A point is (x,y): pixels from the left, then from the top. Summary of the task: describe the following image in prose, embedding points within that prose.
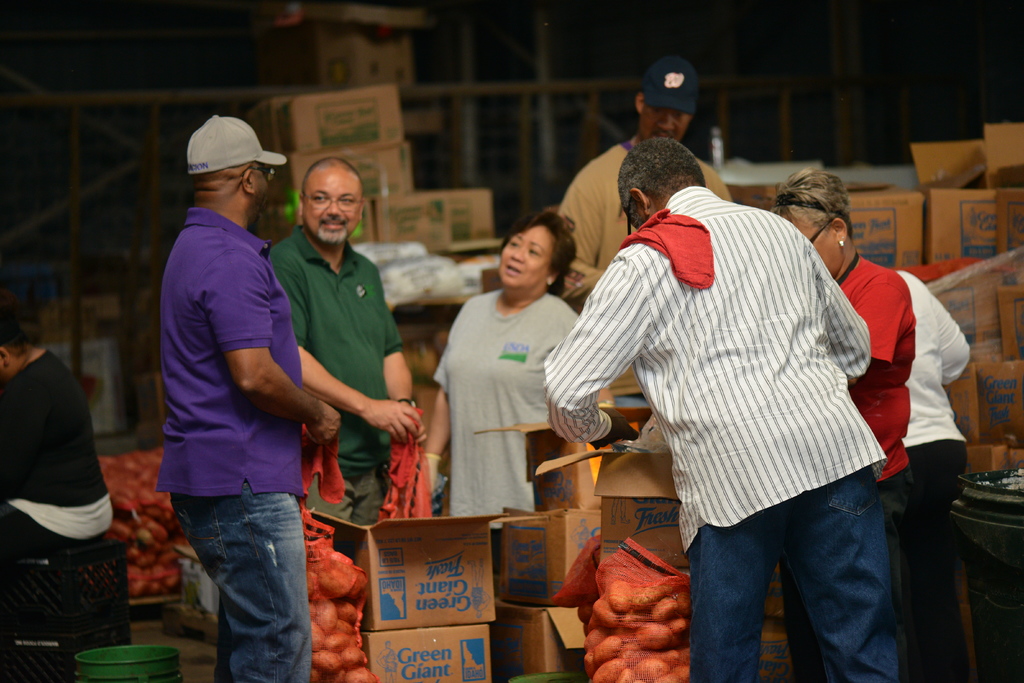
In this picture we can see some people (559,363) are standing, there are some cardboard boxes (603,477) and bags (341,594) in the middle (598,455), we can see some vegetables (637,591) present in these bags (321,573), a person (342,366) in the middle (350,363) is holding a cloth (309,439), at the left bottom (148,676) there is a bucket (144,663).
